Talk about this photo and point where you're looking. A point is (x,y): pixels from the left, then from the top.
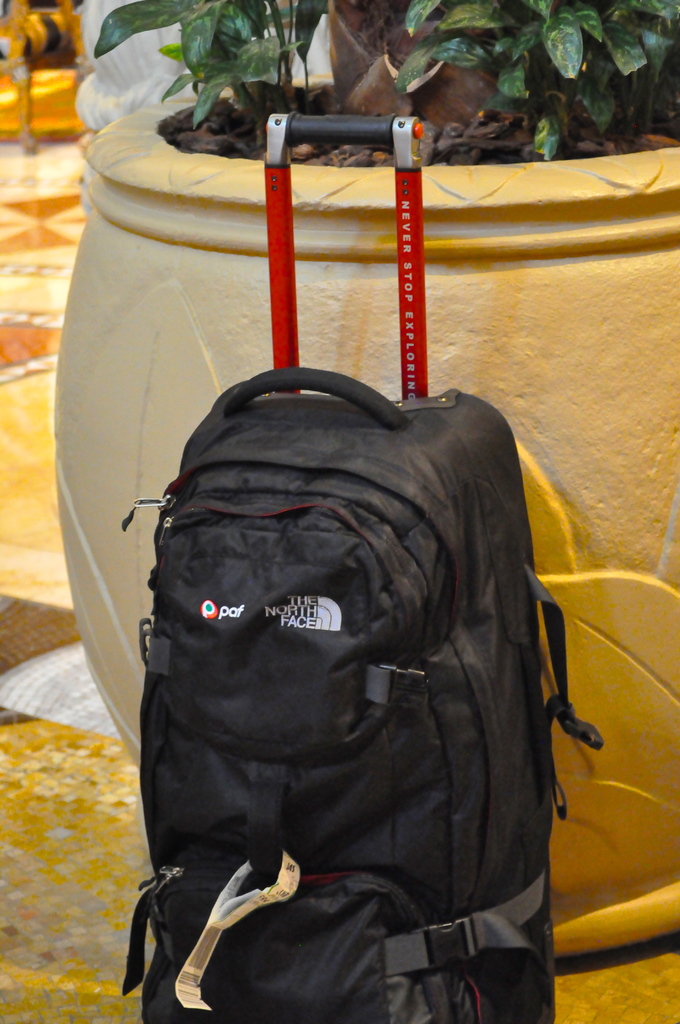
In the center (368,608) we can see backpack (396,549), which is in black color. In the background (327,90) there is a pot (572,285) and plant (441,54).
